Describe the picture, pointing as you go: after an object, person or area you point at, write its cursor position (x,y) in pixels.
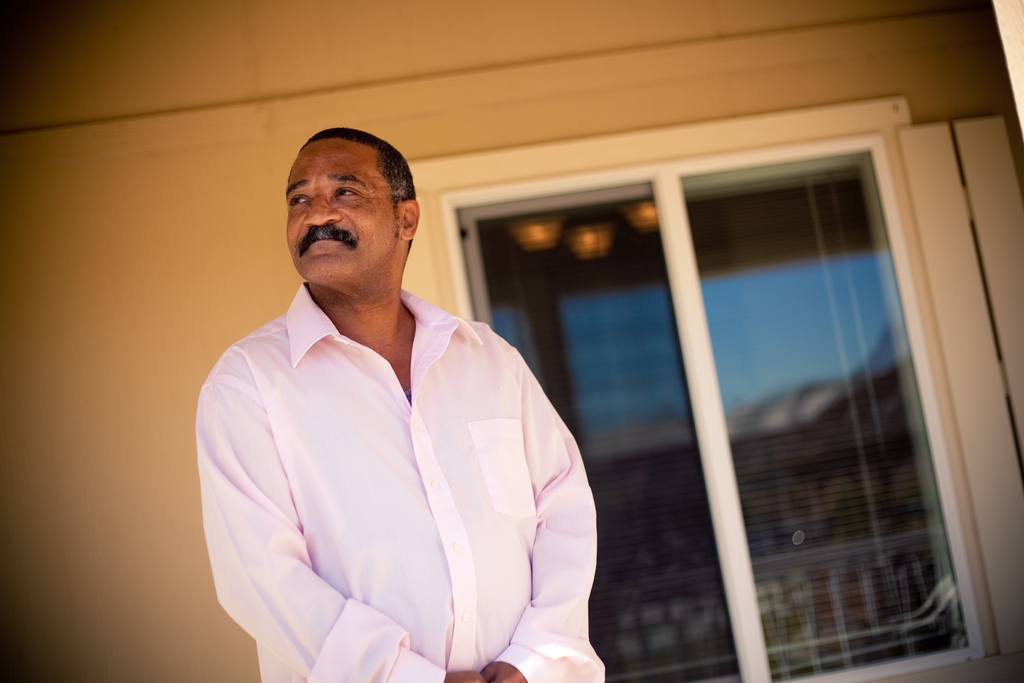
In this picture, there is a man (282,541) towards the left (324,294). He is wearing a pink shirt (448,458). In the background (477,185), there is a wall (767,101) with a window (781,318).
